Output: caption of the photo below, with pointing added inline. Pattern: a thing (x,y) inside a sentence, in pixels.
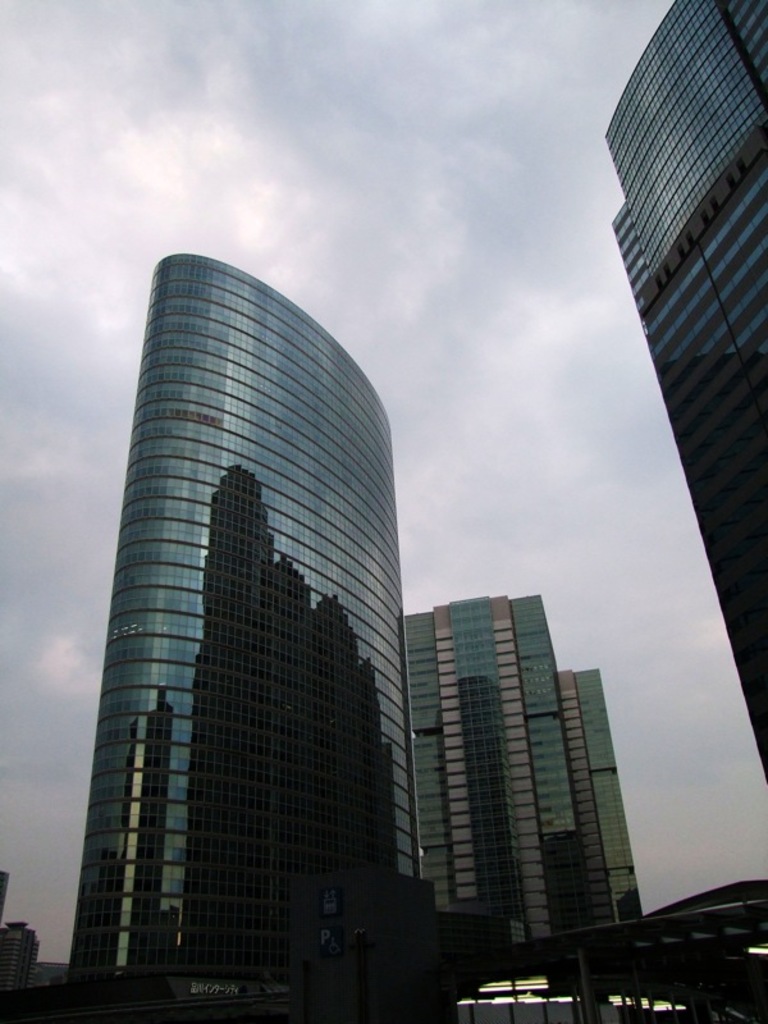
In this picture there are buildings (438,948) and there is text (207,986) on the wall (399,882) and there are boards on the wall (391,970) and there are poles (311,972) and there are lights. At the top (590,215) there is sky (557,318) and there are clouds (505,263).
